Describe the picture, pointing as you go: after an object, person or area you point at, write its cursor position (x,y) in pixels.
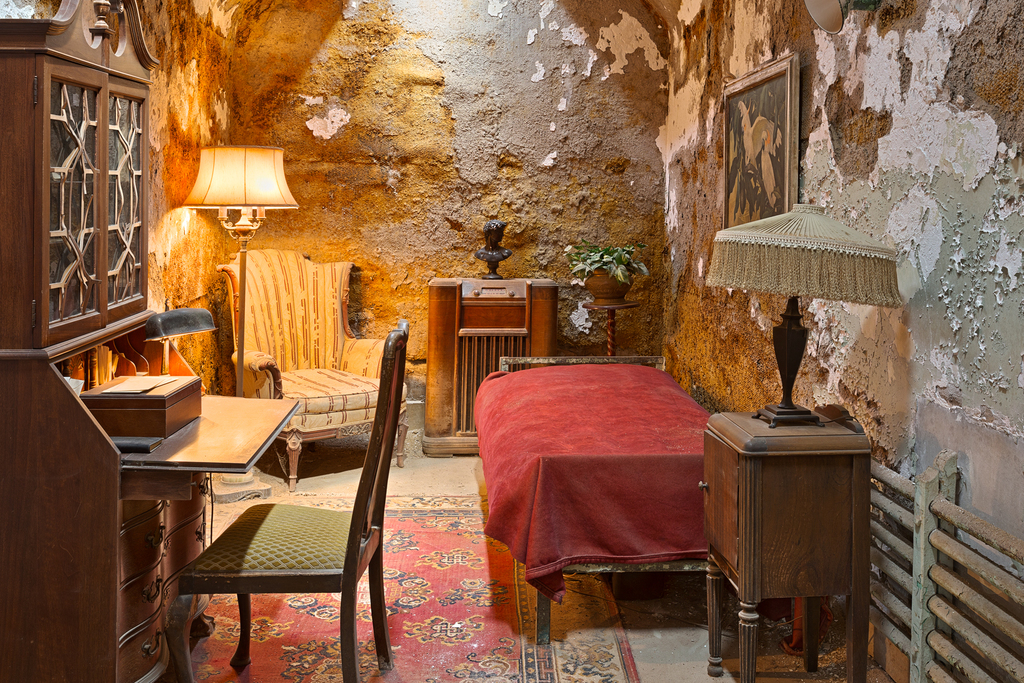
In this picture we can see a room (664,120) with bed (536,394), chair (367,382), table (236,433) and on table (223,420) there is a box (146,419), lamp (199,204), wall (558,106), frame (790,113), flower pot (604,283) with plant (578,262) in it, cupboards (122,281).
